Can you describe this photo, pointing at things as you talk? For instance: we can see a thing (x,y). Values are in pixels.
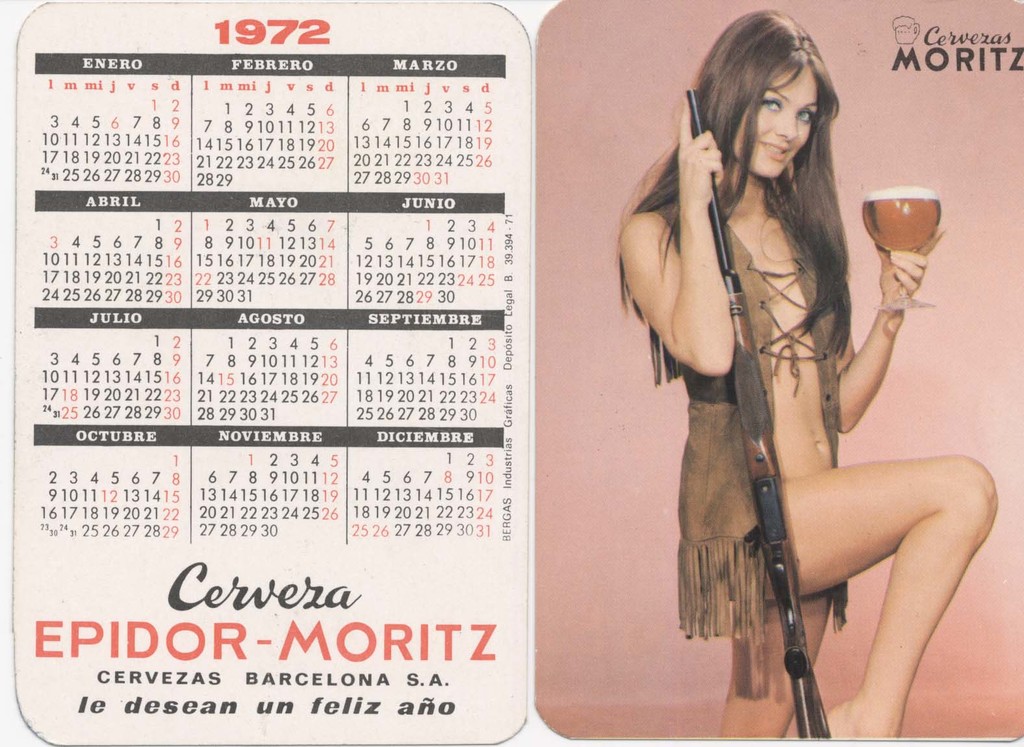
It is a collage image with calendar (364,388). Beside the calendar (467,474) there is a picture (766,478) of a woman (965,481) holding the gun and a glass (916,299). There is some text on the top right of the image (974,70).
